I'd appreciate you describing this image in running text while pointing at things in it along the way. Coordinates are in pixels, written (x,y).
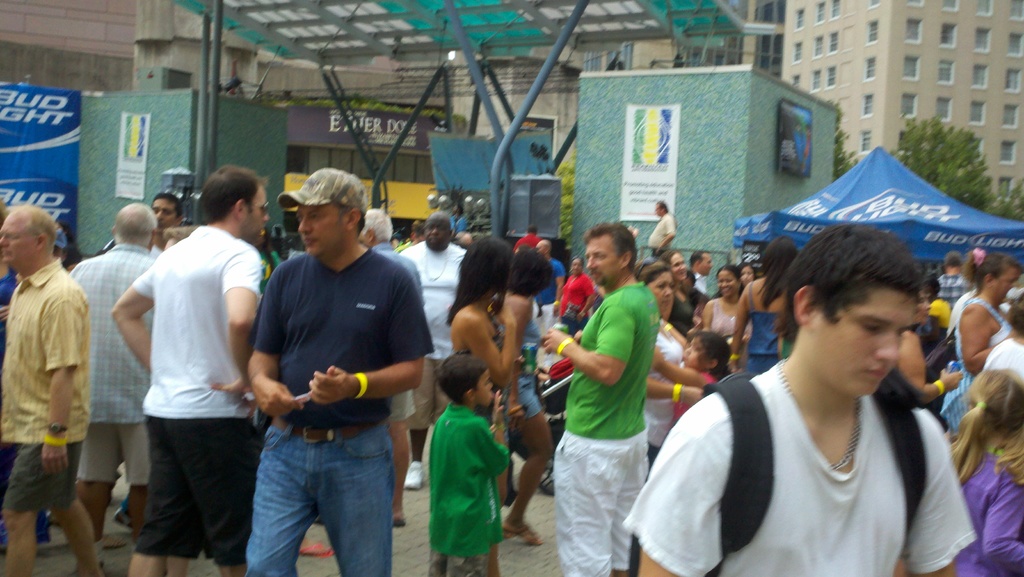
In this image, there are a few people (553,319), poles (528,101), buildings (890,110), trees (934,137). We can see the ground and some posters (629,150) with text (630,194) and images (639,158). We can also a tent (895,201) and the shed (445,28).
